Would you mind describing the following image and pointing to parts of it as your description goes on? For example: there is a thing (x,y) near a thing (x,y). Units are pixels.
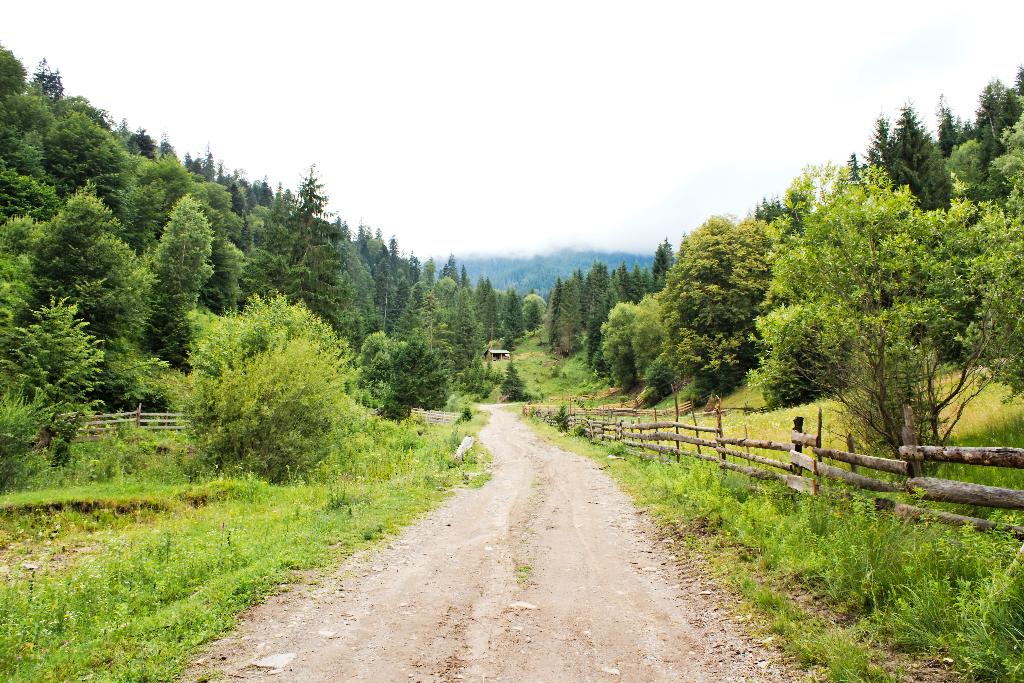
In this image there is a mud road (508,555) in the middle (510,443). In the background (305,256) there are so many tall trees (562,289) one beside the other. On the right side (849,482) there is a wooden fence (607,438) beside the road (596,497).
